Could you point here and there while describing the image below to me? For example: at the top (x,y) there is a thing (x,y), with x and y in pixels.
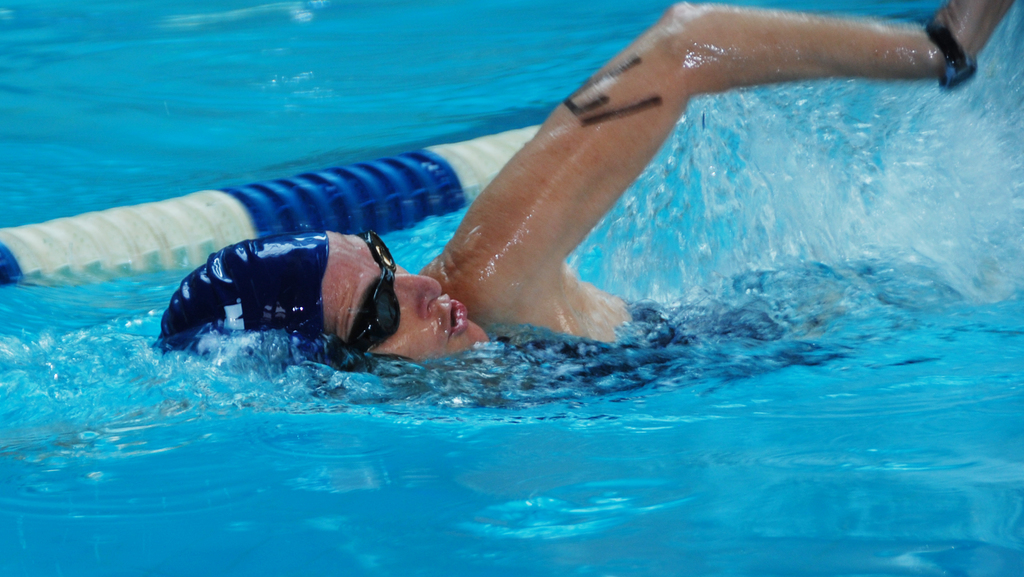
In the center of the image (428,330) there is a person (609,126) swimming in water (531,373). There is a barrier (474,161).
